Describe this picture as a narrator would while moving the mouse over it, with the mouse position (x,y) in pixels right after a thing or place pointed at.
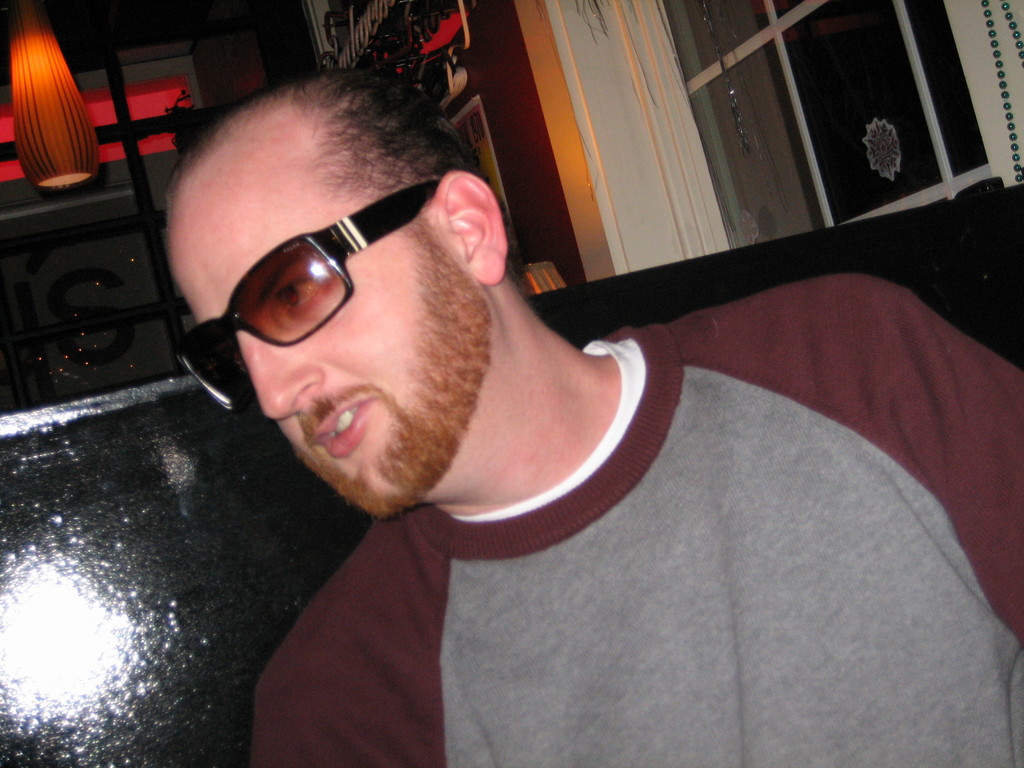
In the image I can see a person (468,529) who is wearing the spectacles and behind there is a lamp (44,126).
